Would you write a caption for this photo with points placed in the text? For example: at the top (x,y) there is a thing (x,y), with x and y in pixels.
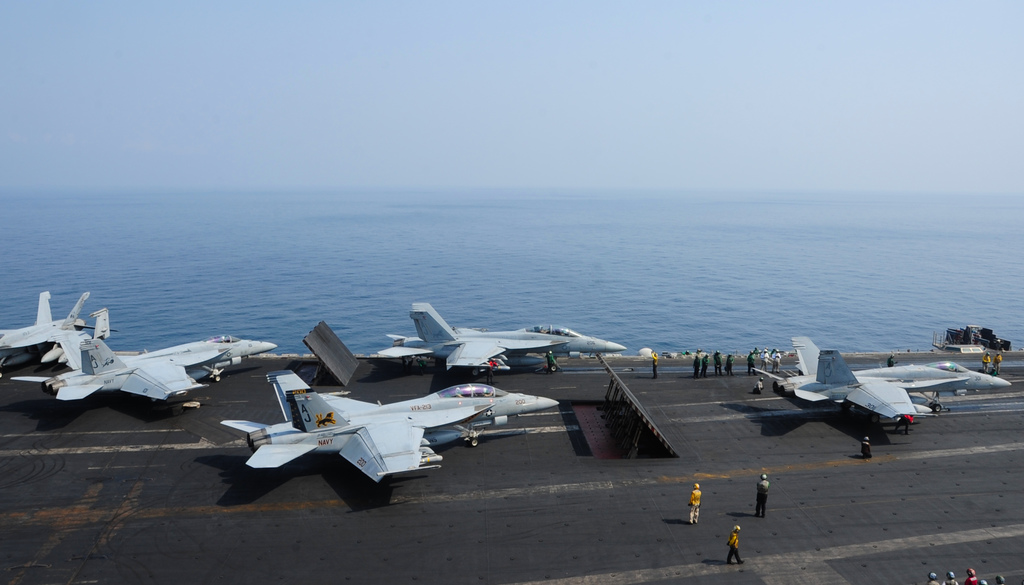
In this image few aeroplanes (451,404) were on the runway (564,408). Beside them few people (695,484) were standing. At the background (624,251) there is water (300,241).
